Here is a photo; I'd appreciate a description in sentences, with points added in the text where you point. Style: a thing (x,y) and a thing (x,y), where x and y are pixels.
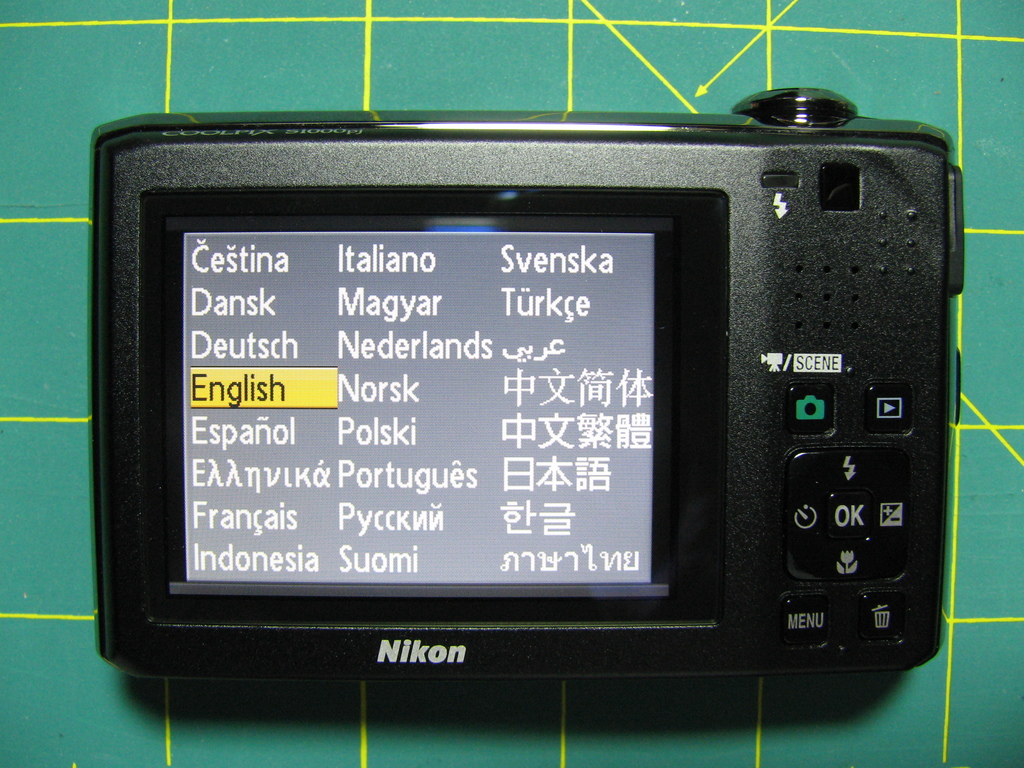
This image consists of a camera (712,595) in black color. In the front (491,629), we can see a screen (420,416). It is kept on a desk (77,114), which is in green color.
